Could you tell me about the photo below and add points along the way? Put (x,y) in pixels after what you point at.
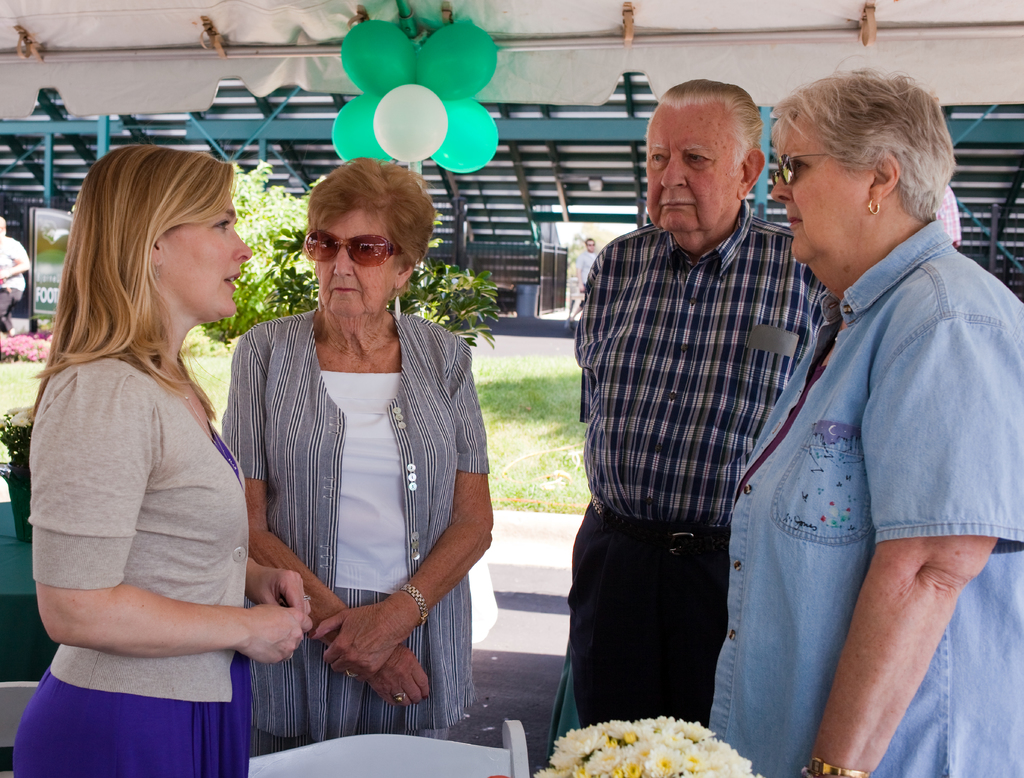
In this image there are a few people (408,350) standing and talking with each other, in front of them there are flowers (588,745) and a chair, behind them there is grass (501,437) on the surface (534,468) and a tree (283,271), at the top of the image (394,98) there are balloons (384,78).
